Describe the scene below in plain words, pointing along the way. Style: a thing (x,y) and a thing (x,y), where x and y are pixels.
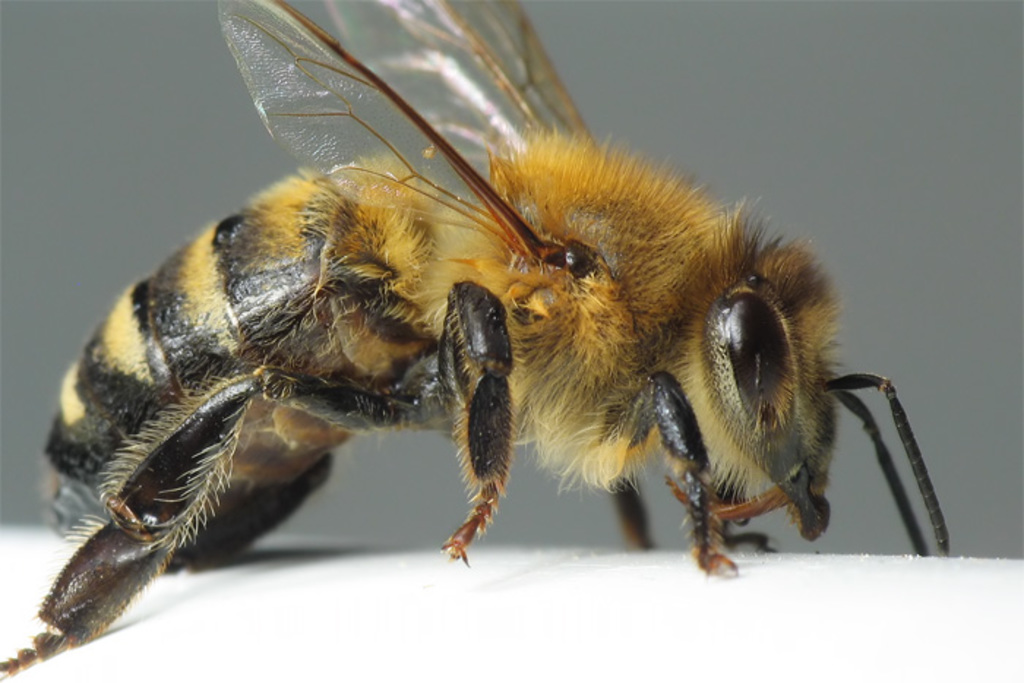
In the image we can see a honeybee (382,125).
